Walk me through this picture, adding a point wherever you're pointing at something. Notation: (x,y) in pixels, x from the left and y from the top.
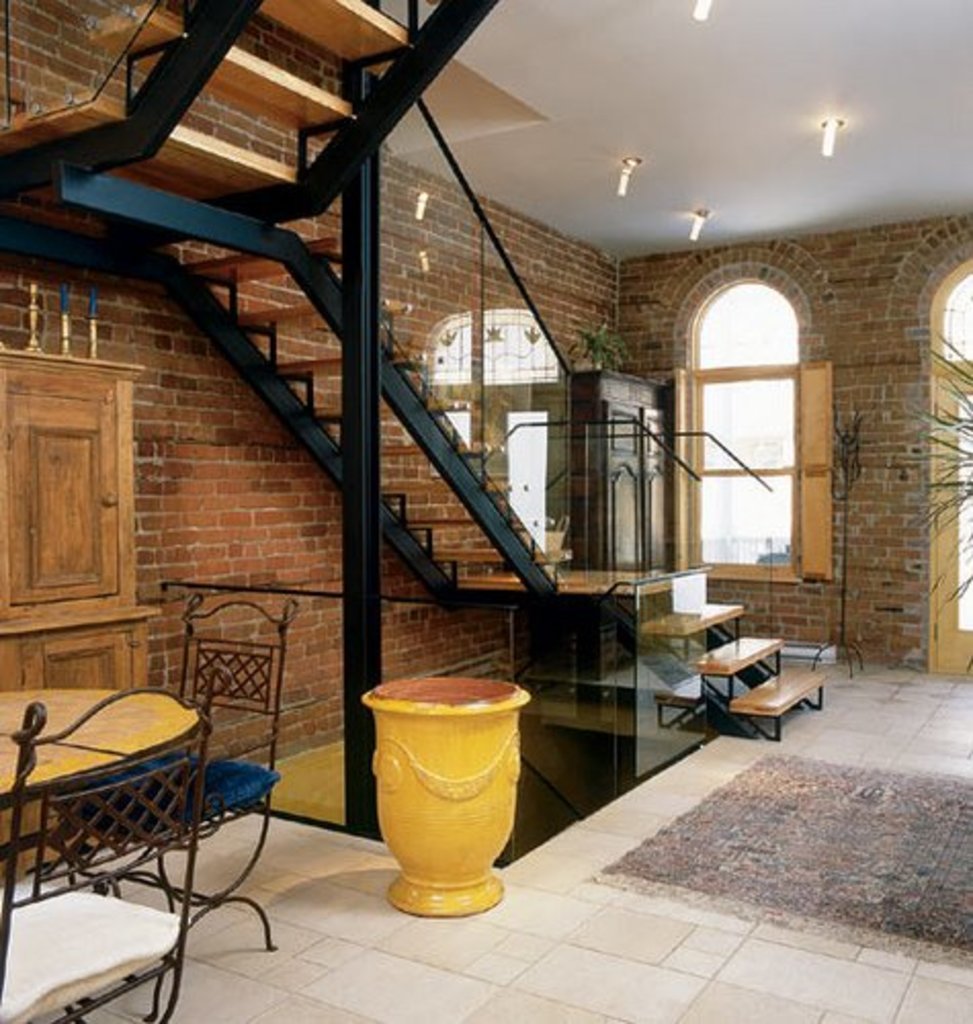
This is a floor (703,789). This is a staircase (721,631). This is brick wall (909,306). There is a table arrangement (128,777). I think it is a wooden window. This is a roof (731,35) with lighting arrangement (825,122).
